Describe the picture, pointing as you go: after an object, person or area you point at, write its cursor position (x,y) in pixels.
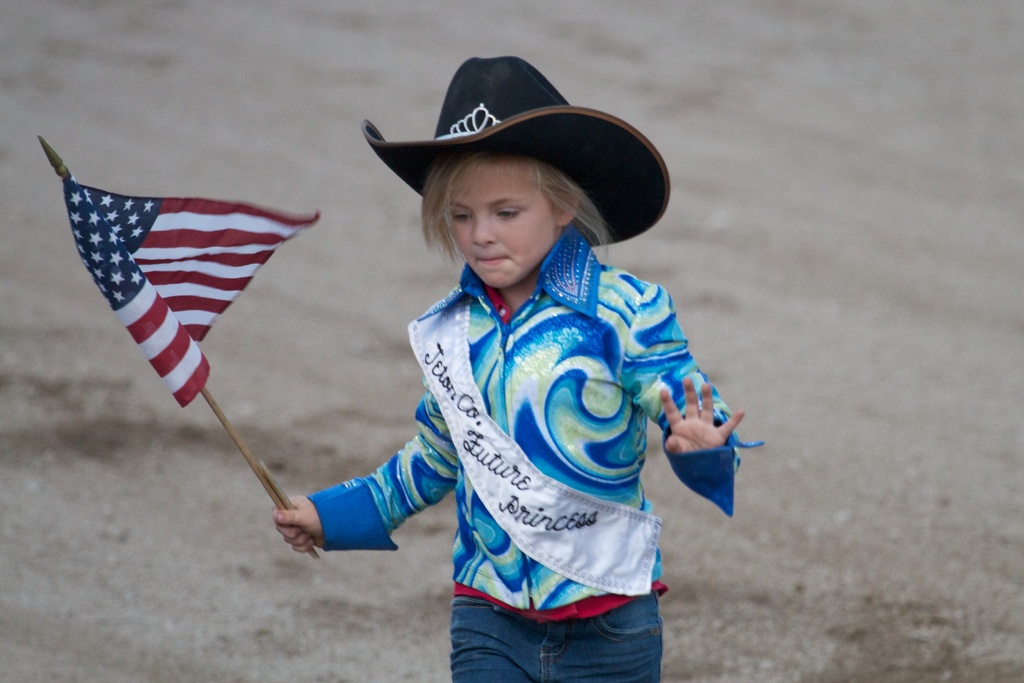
In the center of the image (464,268) we can see a girl (506,381) walking and holding a flag (169,371).
